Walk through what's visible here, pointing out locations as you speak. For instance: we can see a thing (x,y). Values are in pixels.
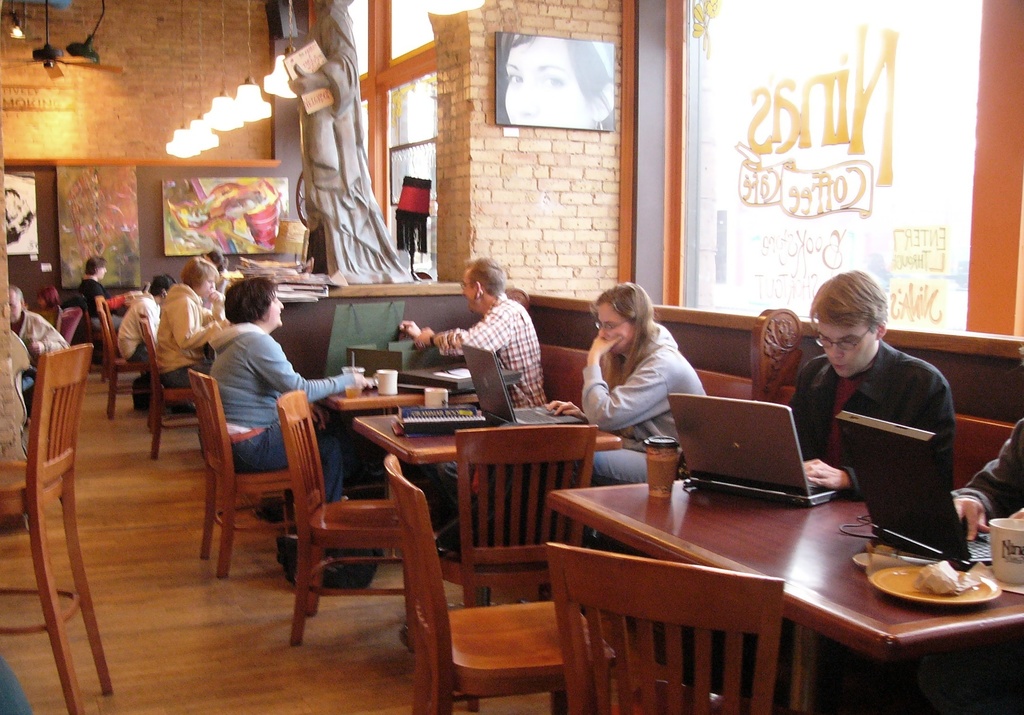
In this image, we can see people (44,337) are sitting on the chairs (32,500) and benches (962,414). We can see the tables (400,448). On the tables (712,498), there are few objects (975,577) and laptops (957,565) are placed. On the left side of the image (168,631), we can see the wooden floor (292,685). In the background (323,268), there are lights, statue (360,243), glass objects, walls (140,246), showpieces (404,208), photo frames (549,77) and wires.
